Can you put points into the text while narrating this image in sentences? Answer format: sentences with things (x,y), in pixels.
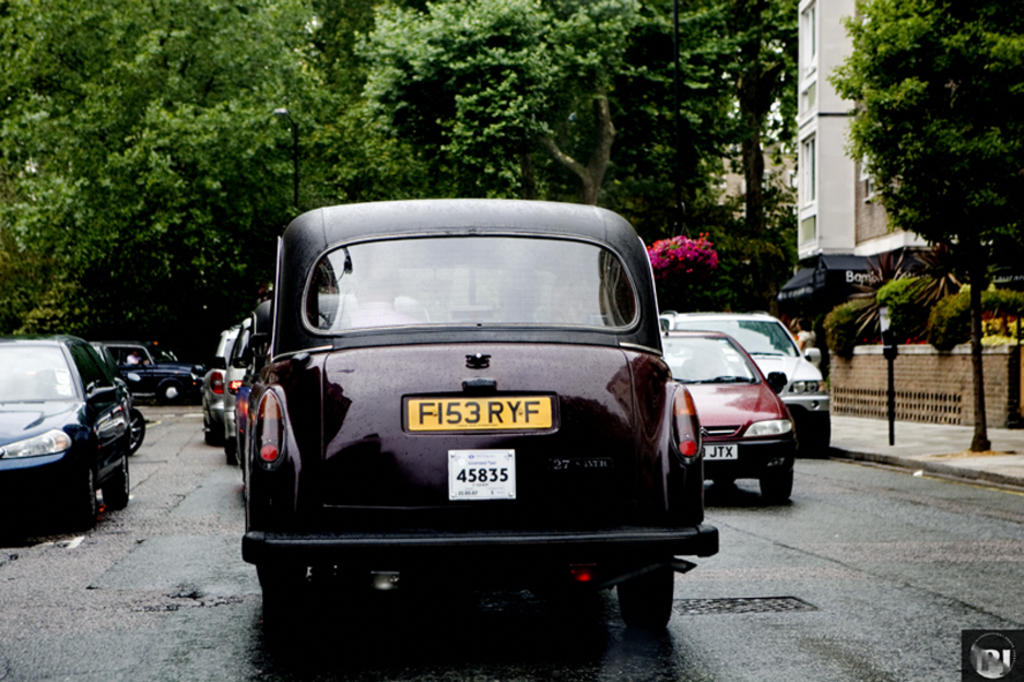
In the image there are different types of cars (236,424) moving on the road (825,458) and in the right side (923,443) there is a footpath (865,422) and beside the footpath (851,429) there is a building (893,238) and there are plenty of trees (614,135) around the building (1004,270).
